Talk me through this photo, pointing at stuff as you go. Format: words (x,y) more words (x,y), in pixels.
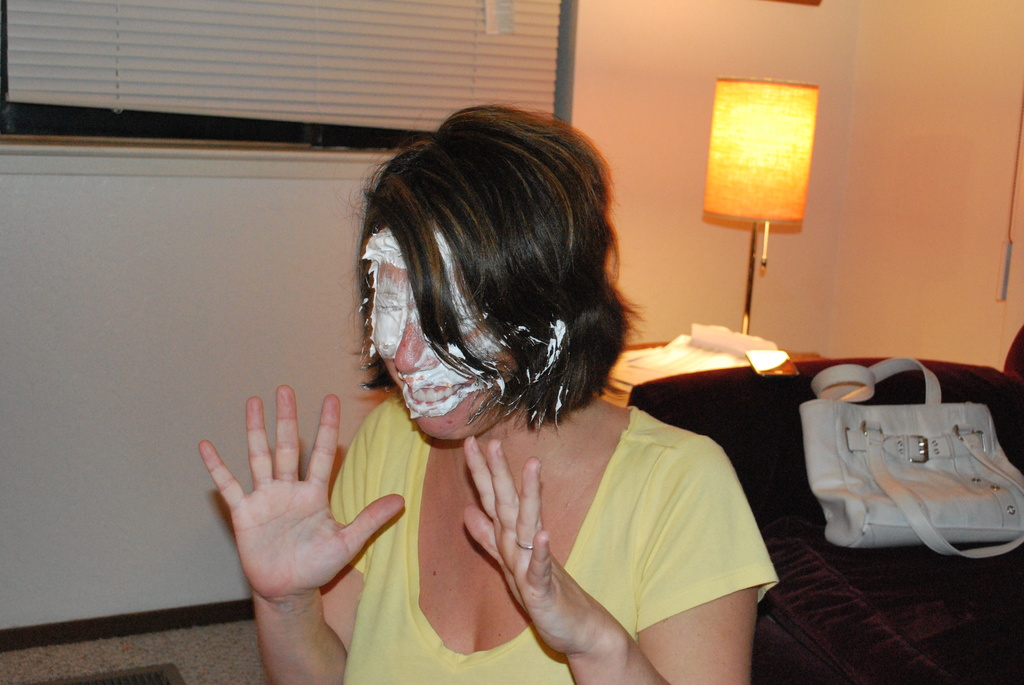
In this picture we can see woman (425,520) with full of cream (402,304) on her face (417,343) and beside to her we can see sofa (833,568) bag (854,487) on it and a table (631,354) on table (712,334) there is lamp (733,116) and in background (679,39) we can see wall (619,63) with windows (279,66), curtain (279,66).
